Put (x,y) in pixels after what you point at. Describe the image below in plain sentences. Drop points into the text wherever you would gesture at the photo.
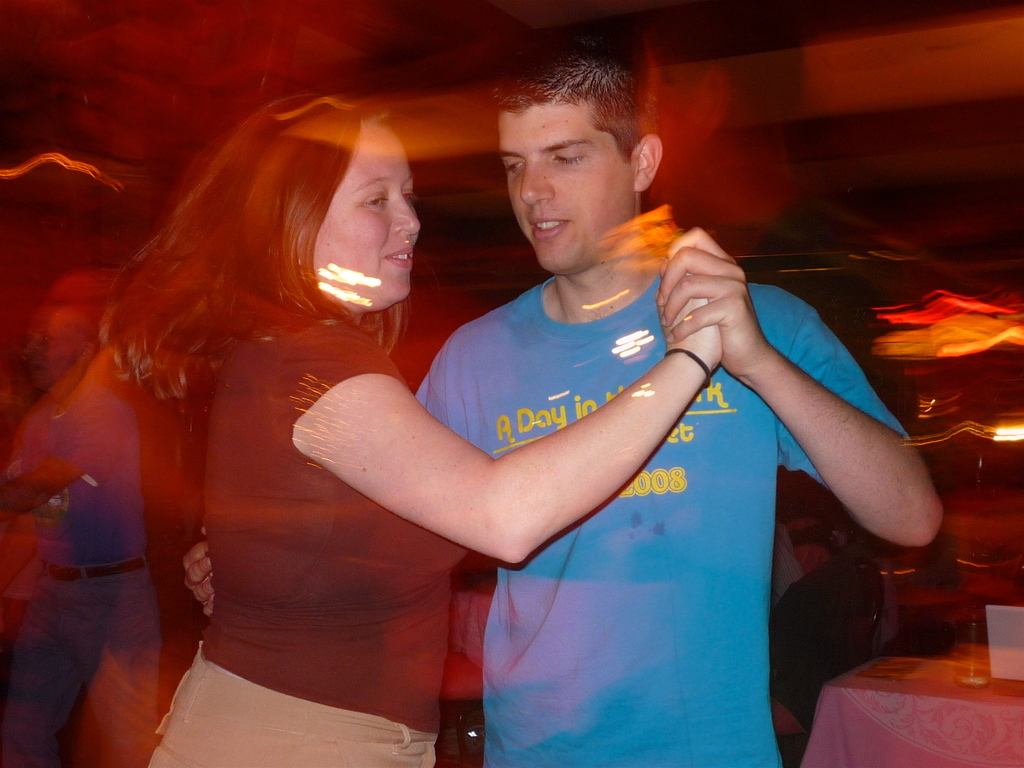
As we can see in the image in the front (552,538) there are two people (601,475) dancing. On the right side (982,705) there is a table (960,681) and the background (32,416) is little blurred.
